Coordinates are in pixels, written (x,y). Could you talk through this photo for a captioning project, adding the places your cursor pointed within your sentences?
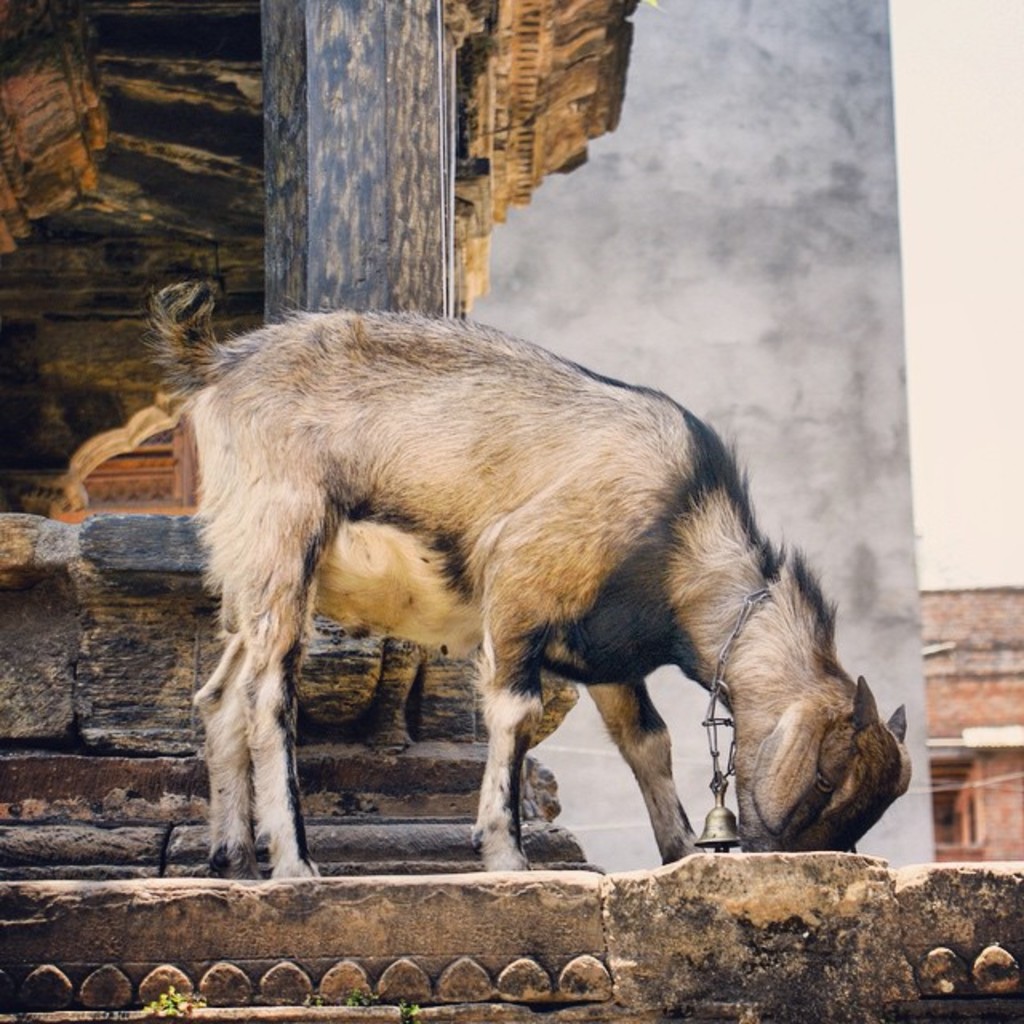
This image consists of a goat (390,559). To its neck (751,756) there is a bell (726,826) tied. To the left (269,91), there is a building (195,604), made up of rock (192,813). In the background (842,386), there is a wall (874,413) in white color. To the top right (970,249), there is sky (970,399).
